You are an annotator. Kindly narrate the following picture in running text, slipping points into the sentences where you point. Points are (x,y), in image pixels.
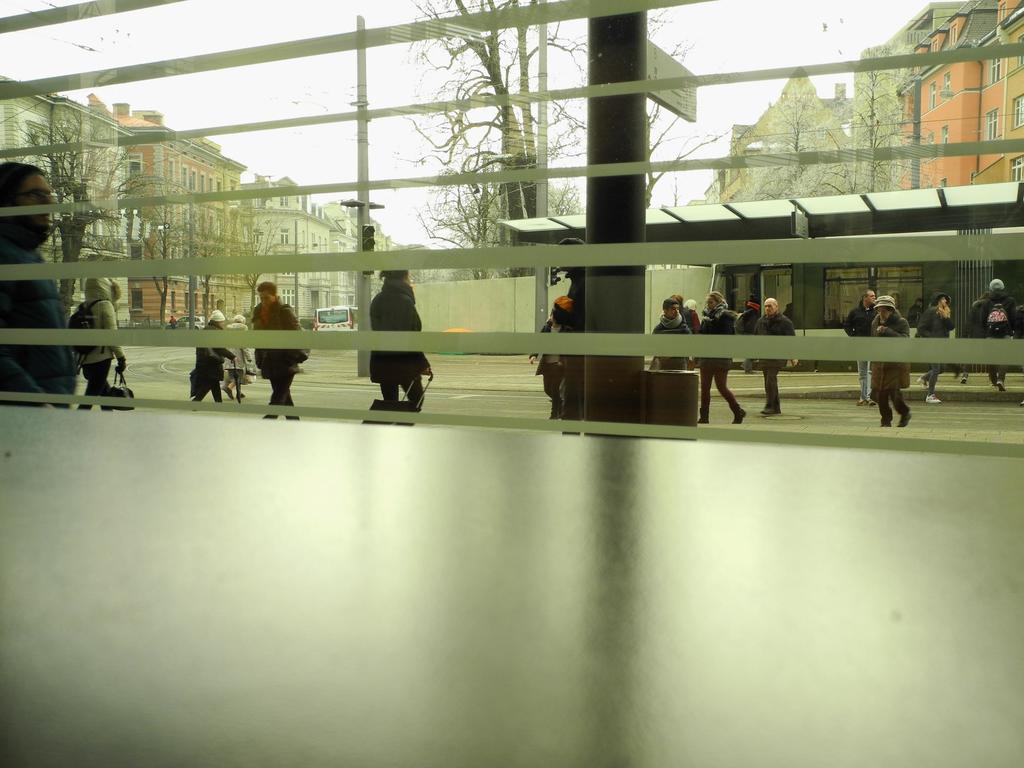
In this image we can see a glass (341,392), through the glass (311,378) we can few people (6,258), buildings (1019,127), trees (467,170), poles (612,19), a sign board (659,64) traffic lights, shed (875,196), few vehicles (853,367) and the sky (345,54) in the background (315,113).
